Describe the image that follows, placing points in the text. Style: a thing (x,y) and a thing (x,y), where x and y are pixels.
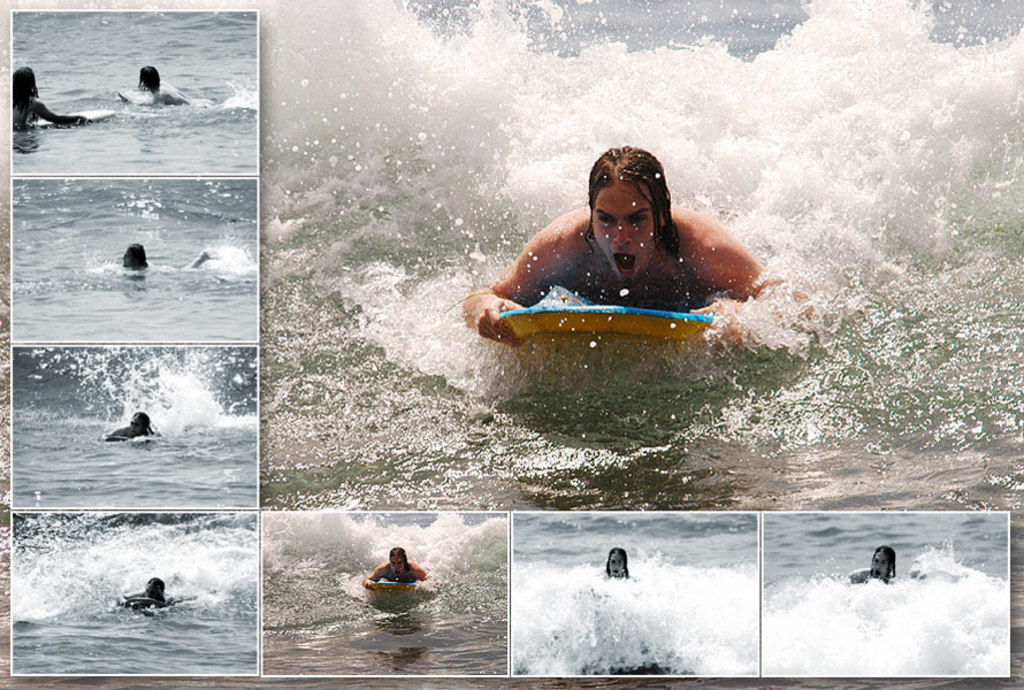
In this image we can see the collage photo of some pictures (440,623) and we can see a man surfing on water (897,457) and there are few black and white pictures (985,659) and we can see two persons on the left side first picture.
